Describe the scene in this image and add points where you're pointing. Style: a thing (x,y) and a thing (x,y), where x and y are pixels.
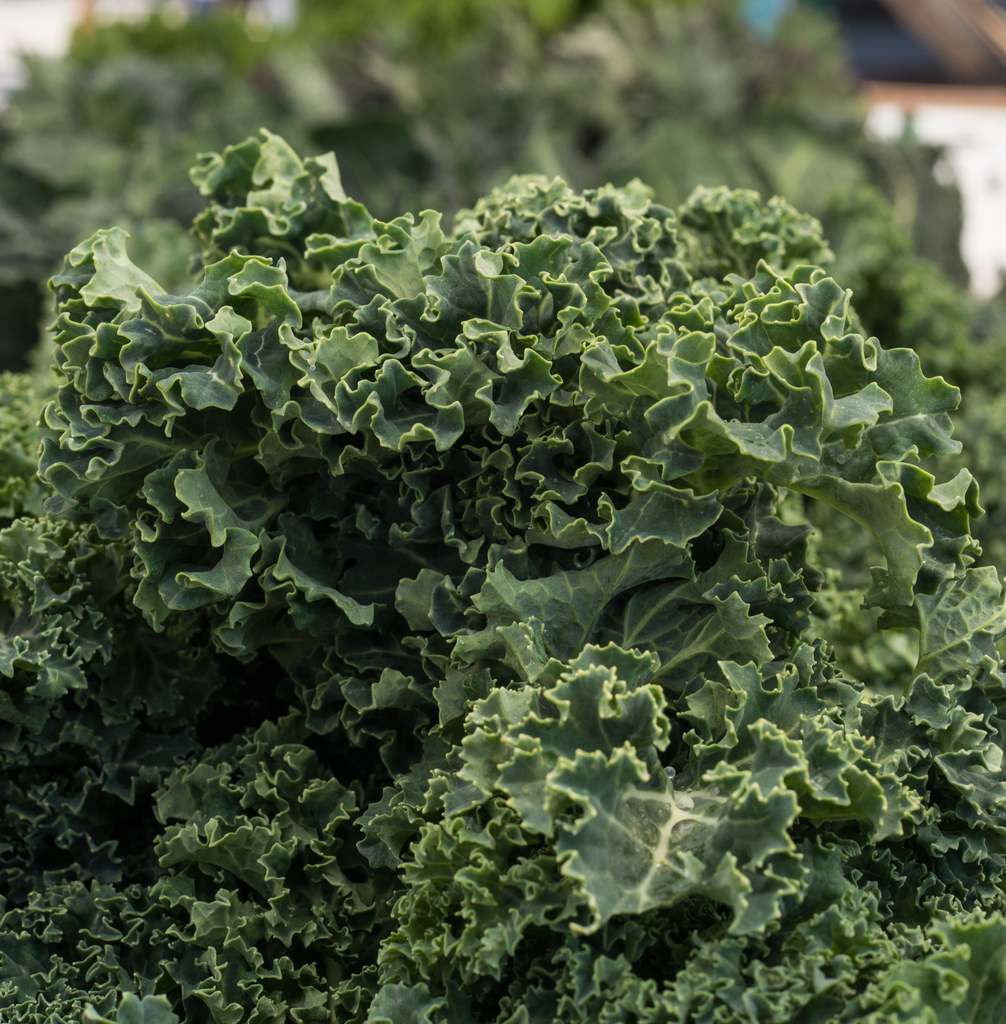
This is the zoom-in picture of leaves (499,707).
